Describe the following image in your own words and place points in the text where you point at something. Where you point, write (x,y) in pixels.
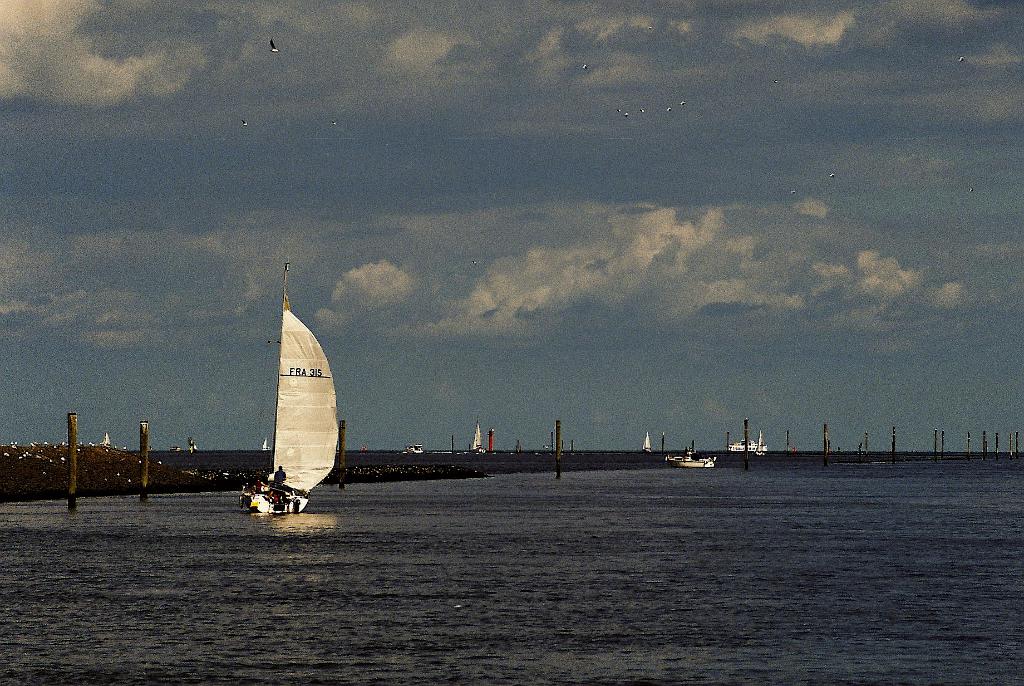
In this image I can see the boats (479,425) on the water (387,557). I can see the poles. There are few birds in the air (591,258). In the background (537,268) I can see the clouds (594,272) and the sky (472,230).
